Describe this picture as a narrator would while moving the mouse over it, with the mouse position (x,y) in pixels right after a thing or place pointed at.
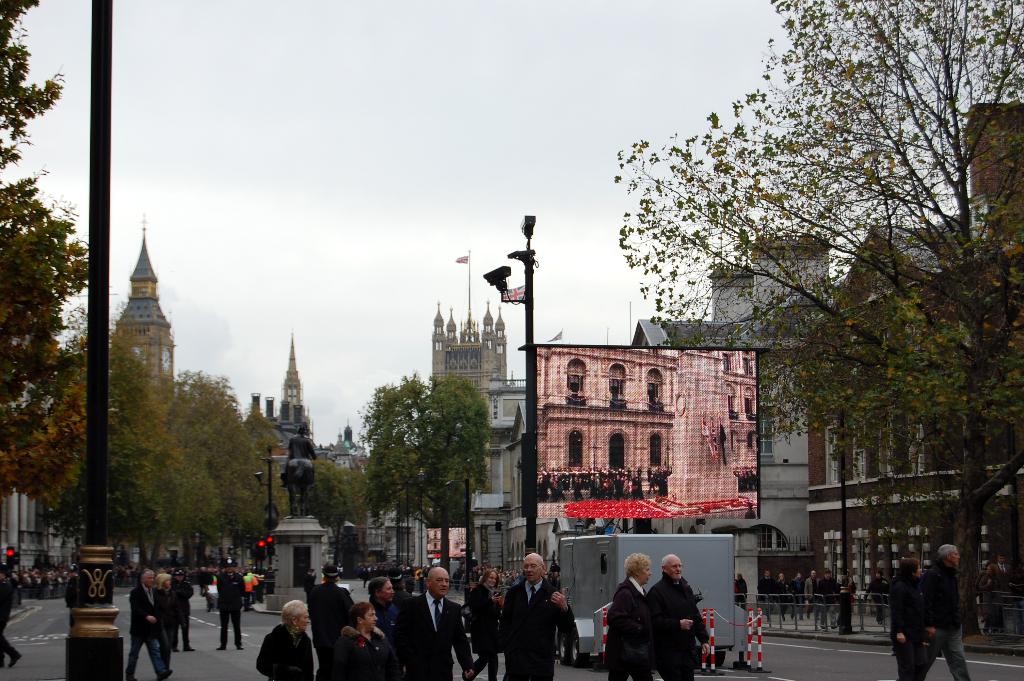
In this image I can see number of people (385,619) are standing. I can also see few poles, signal lights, number of trees (836,329), number of buildings (502,397), the sky (371,223) and here I can see a vehicle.
